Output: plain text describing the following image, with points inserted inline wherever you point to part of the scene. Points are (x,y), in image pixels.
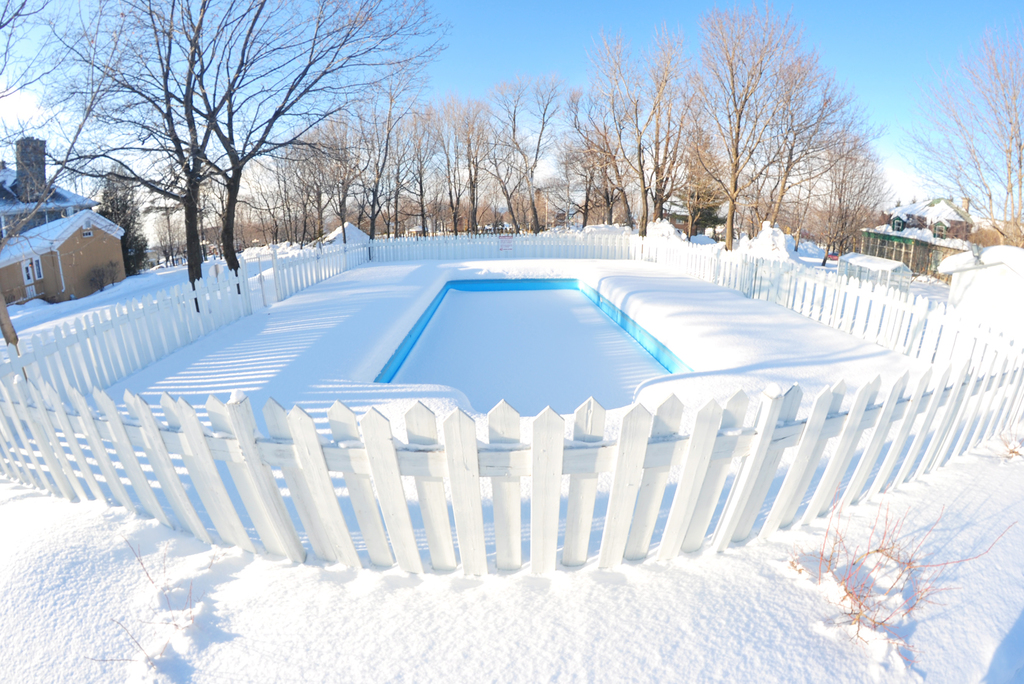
In this image we can see an ice (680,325), here is the fencing (649,474), here are the trees (600,185), here is the house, here is the snow (186,618), at above here is the sky (374,43).
